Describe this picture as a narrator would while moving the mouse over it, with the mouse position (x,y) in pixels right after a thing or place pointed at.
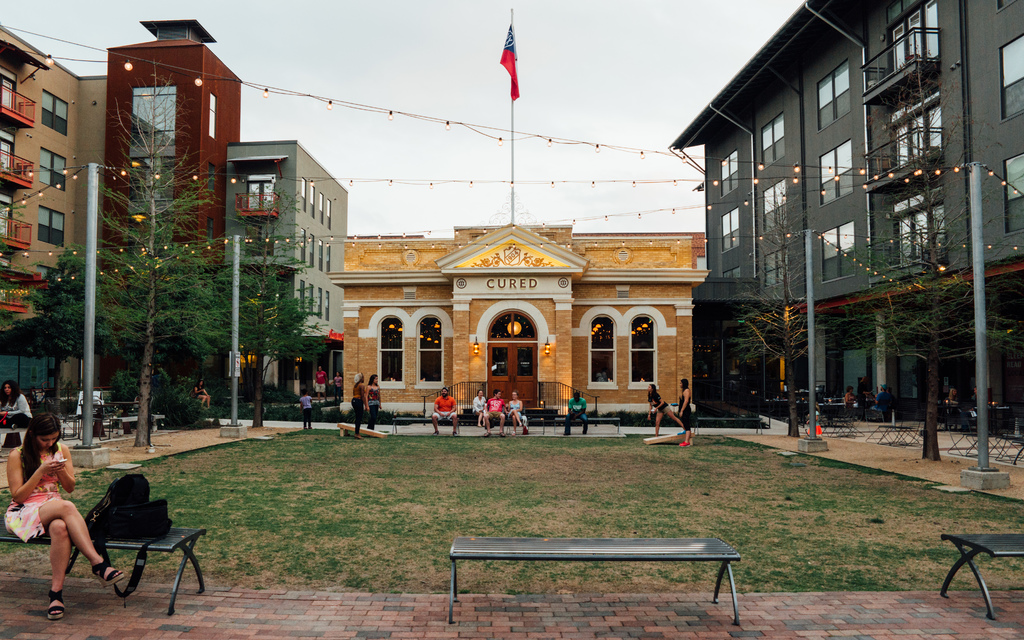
In this image I see lot of benches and people (515,402) sitting on it and few of them are standing on the grass (781,500). In the background (404,362) I see the trees (1009,322), poles (982,294), lights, wires (759,163), buildings (1021,391) and the flag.
